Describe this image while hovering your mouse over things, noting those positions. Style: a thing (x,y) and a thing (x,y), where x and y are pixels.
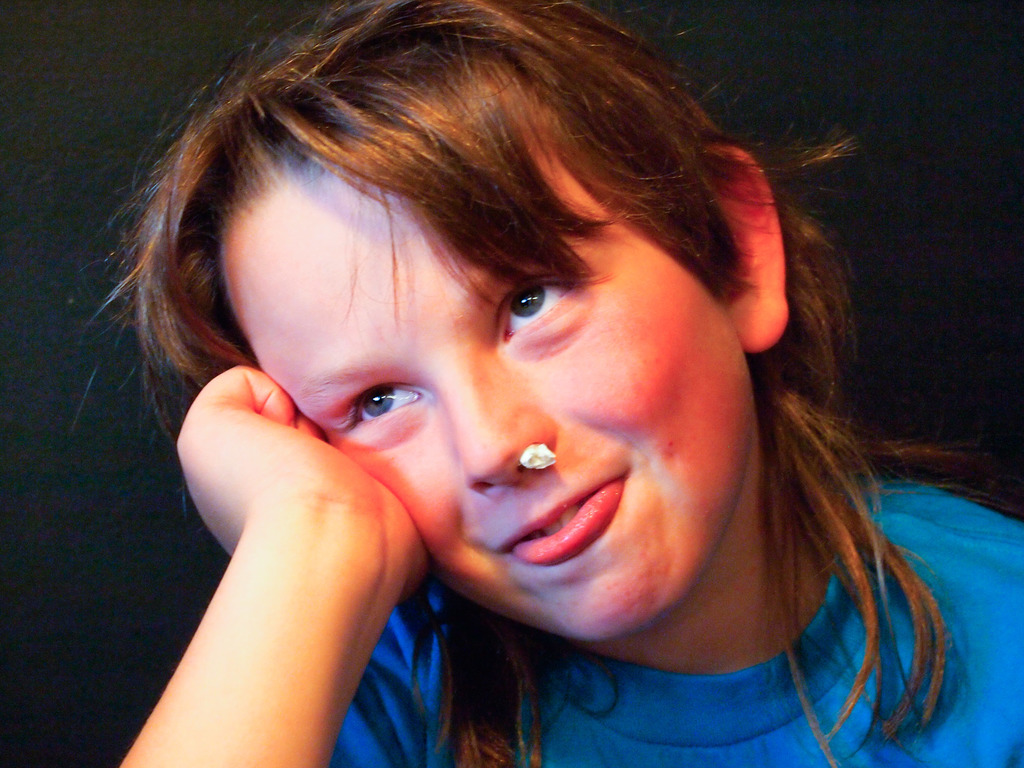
In this image I can see a person (598,707) wearing a blue t shirt (653,732) and there is something in her nose (477,462). There is a dark background (12,462).
